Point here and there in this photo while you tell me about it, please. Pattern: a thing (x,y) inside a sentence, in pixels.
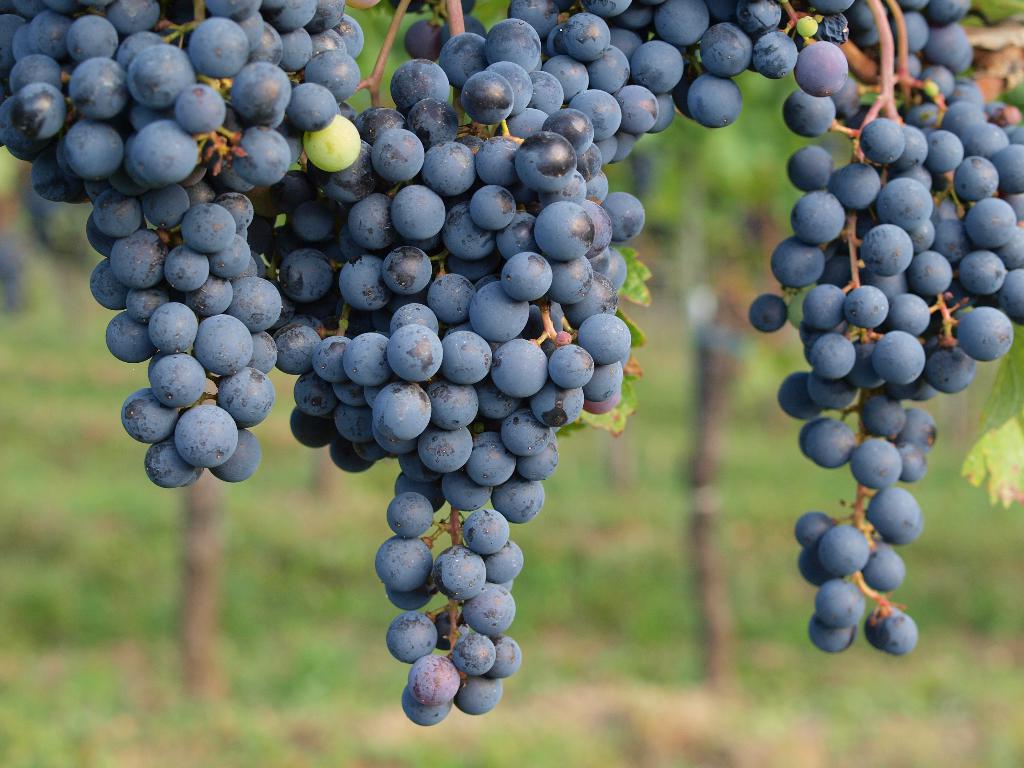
In this image there are grapes (562,163) in the middle (490,335). In the background (65,604) there are plants (745,393). There are so many black color grapes (455,180) to the plants (853,333).
